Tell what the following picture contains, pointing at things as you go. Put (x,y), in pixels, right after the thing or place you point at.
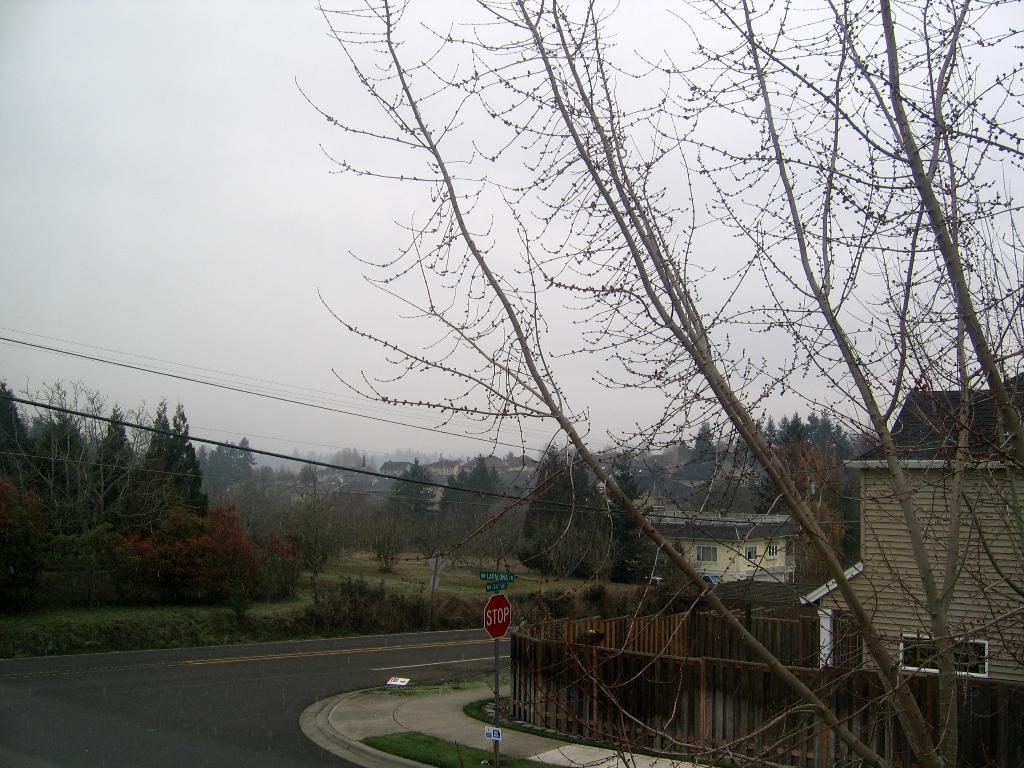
In this image there is the sky (490,203) truncated towards the top of the image (421,117), there are trees (520,226), there are trees (15,426) truncated towards the left of the image (292,510), there is grass (87,617), there are plants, there are houses (728,534), there is a house (990,614) truncated towards the right of the image (1014,572), there is a fencing (1012,725) truncated towards the right of the image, there is a pole (498,685), there are boards (500,600) on the pole (498,614), there is text (493,611) on the boards (510,611), there is road (318,684) truncated towards the bottom of the image (255,675), there are wires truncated towards the left of the image (38,345), there is an object (398,683) on the road (340,680).
